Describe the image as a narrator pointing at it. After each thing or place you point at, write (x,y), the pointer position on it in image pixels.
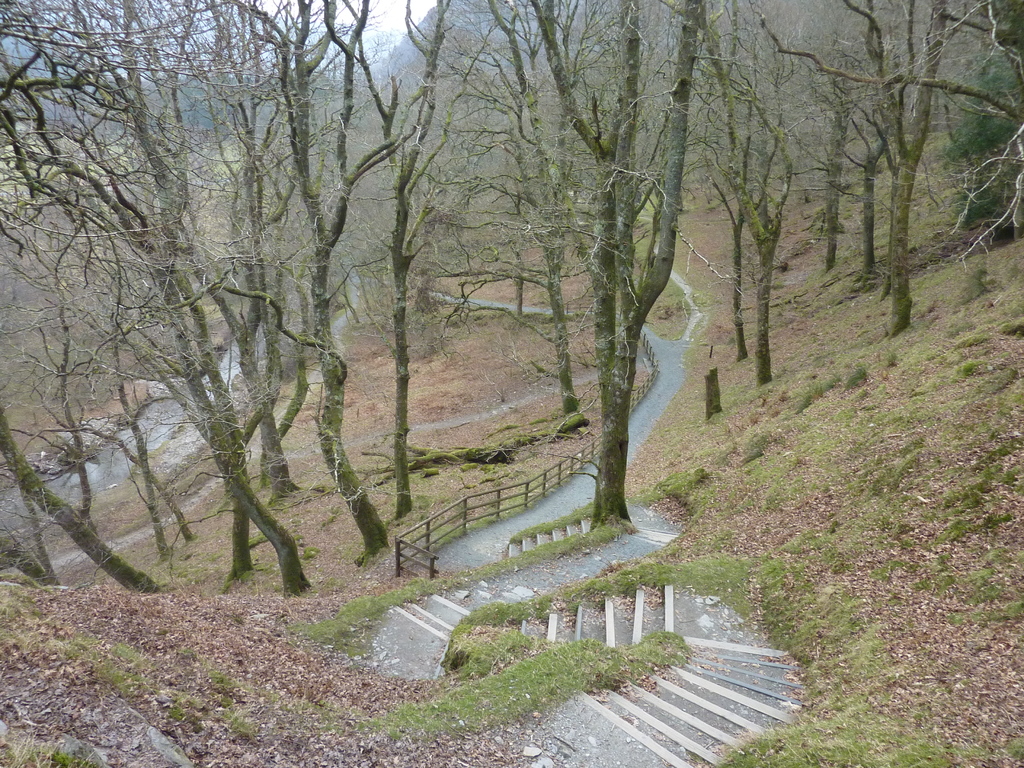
In this image there are few stairs (693,735) surrounded by the grass (684,640) are on the land (767,523). There is a path (576,488), beside there is fence (549,488). There are few trees (615,484) on the land (801,275), behind there are hills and sky (386,27).
